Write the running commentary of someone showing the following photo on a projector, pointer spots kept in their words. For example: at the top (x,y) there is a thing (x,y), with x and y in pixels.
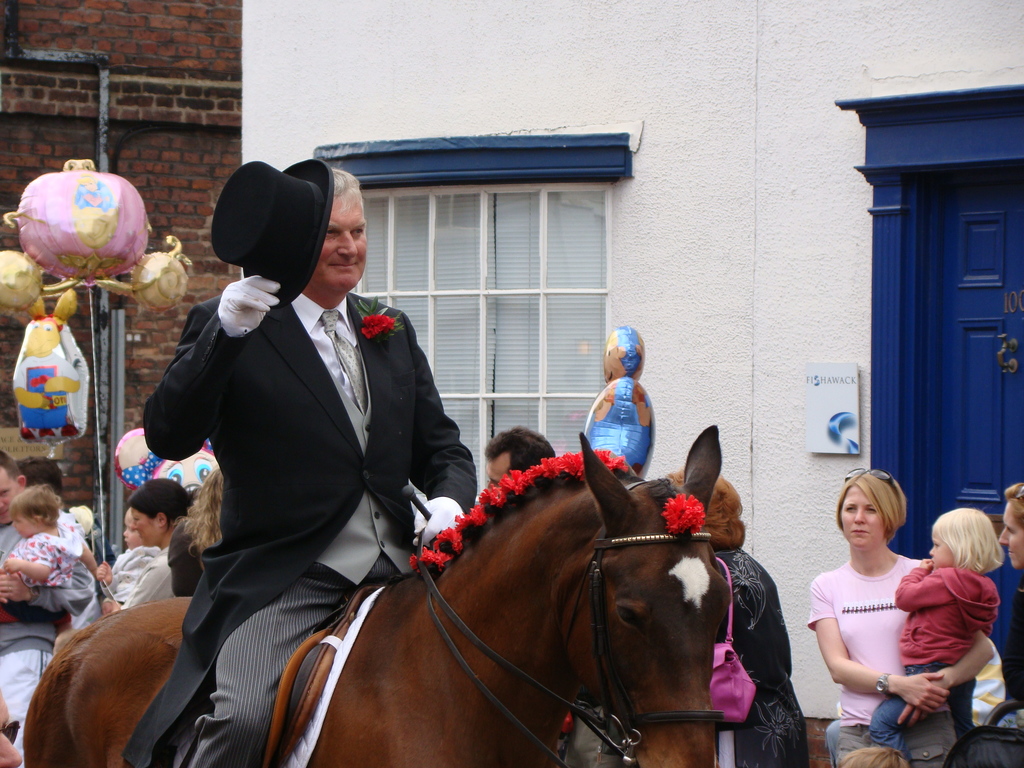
In this image I can see a man (319,463) wearing black jacket (309,399), white shirt (324,343) and sitting on a horse (386,686). In the background (74,554) I can see some of the people (850,601) are standing. On the right bottom side a lady (871,639) is carrying a baby (915,632). Behind her there is a door (991,446). In the background (843,198) I can see two buildings (203,91). On the left side (47,343) there are some toys (61,331). The man (229,373) who is sitting on the horse (402,680) is holding cap (275,266) in his right hand (249,309).
